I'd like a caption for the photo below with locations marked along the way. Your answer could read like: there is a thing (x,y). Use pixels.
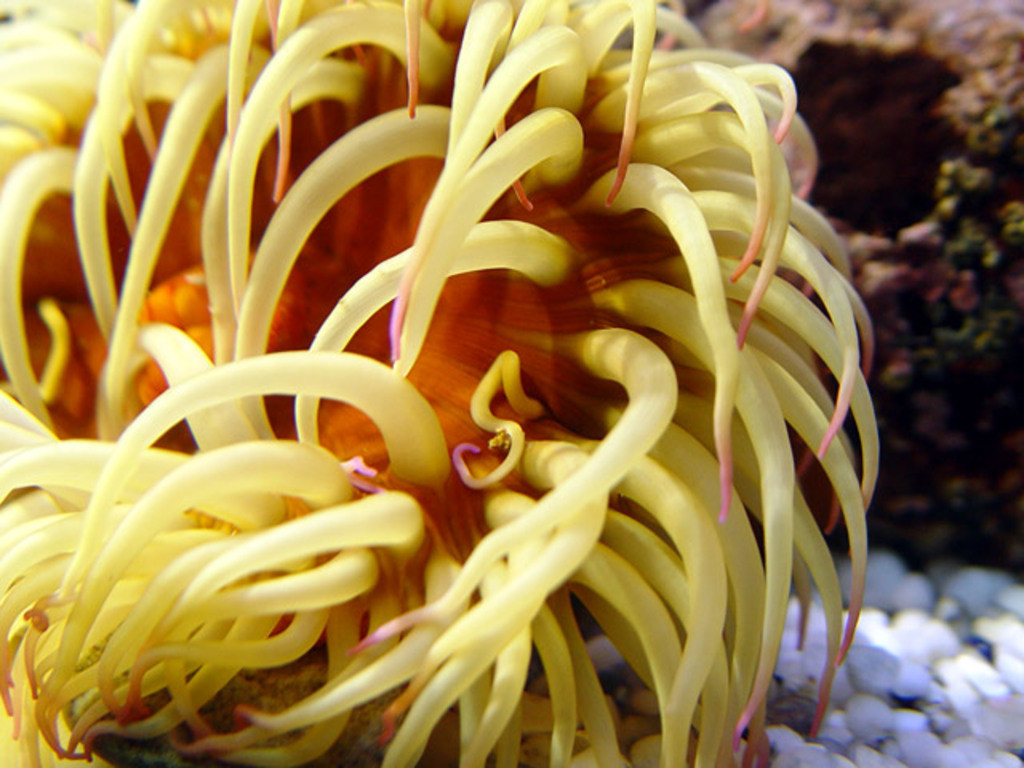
In the picture I can see a sea anemone (291,510) which is in yellow color. The background of the image (831,27) is blurred.
